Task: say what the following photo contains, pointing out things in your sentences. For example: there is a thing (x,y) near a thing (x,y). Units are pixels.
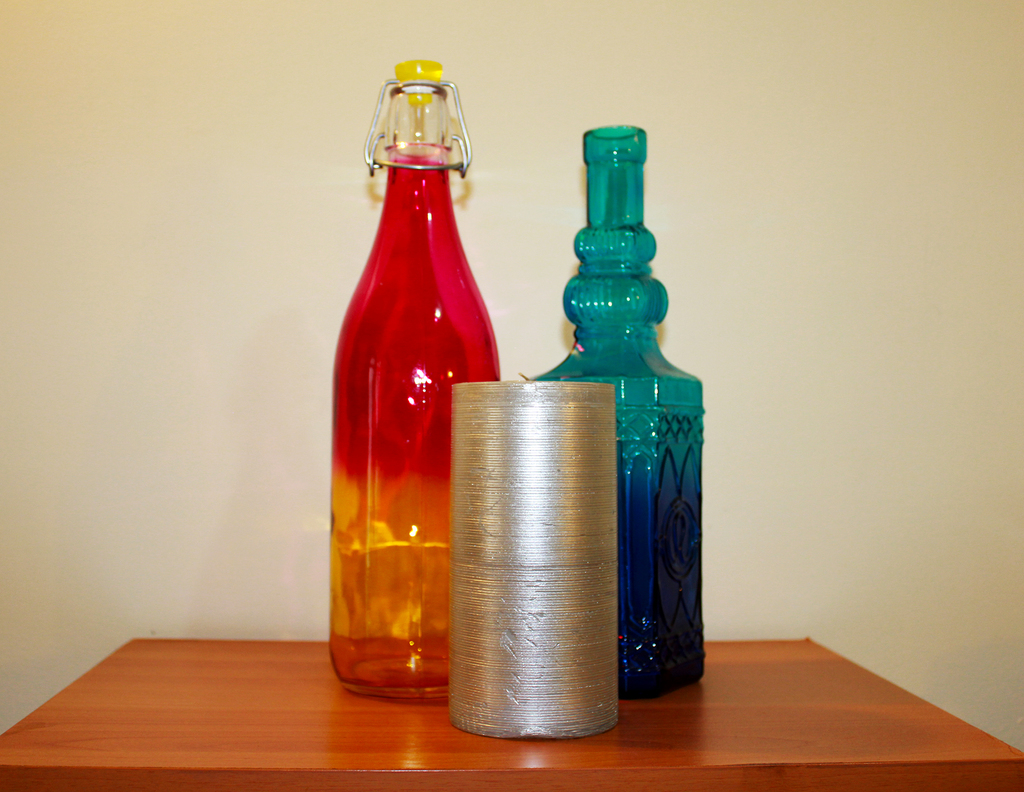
In this image I see 2 bottles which are on a table (47,707) and I see the wall (139,584).
